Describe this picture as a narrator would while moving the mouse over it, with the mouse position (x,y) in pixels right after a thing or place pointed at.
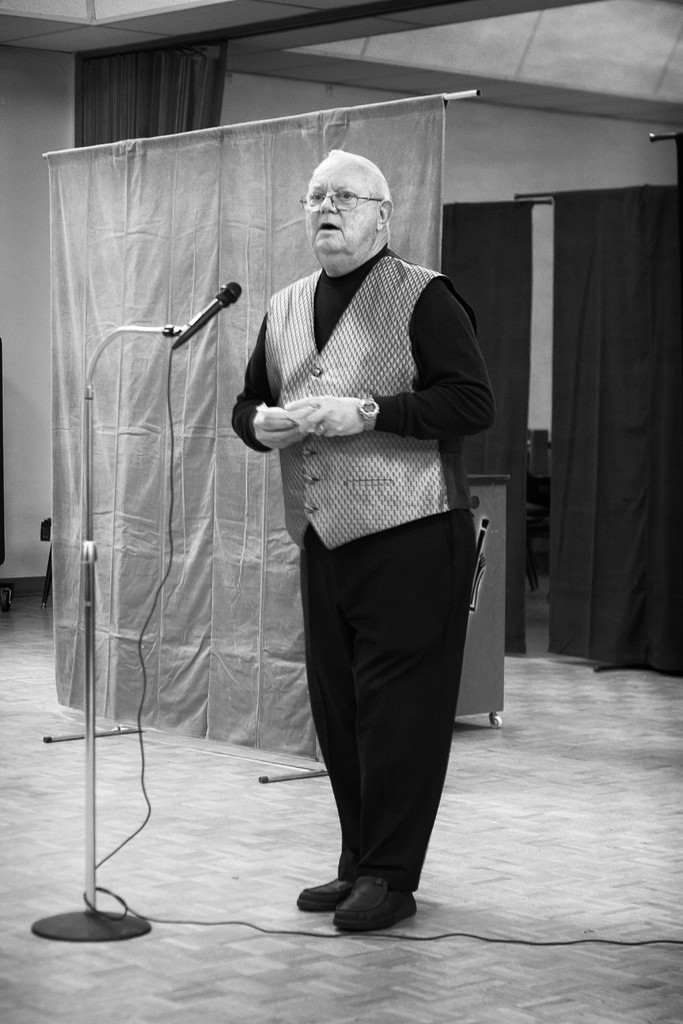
In this image I can see a person (342,561) standing. In front (232,291) I can see a mic (238,297) and stand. Back I can see few curtains (201,163). The image is in black and white.
